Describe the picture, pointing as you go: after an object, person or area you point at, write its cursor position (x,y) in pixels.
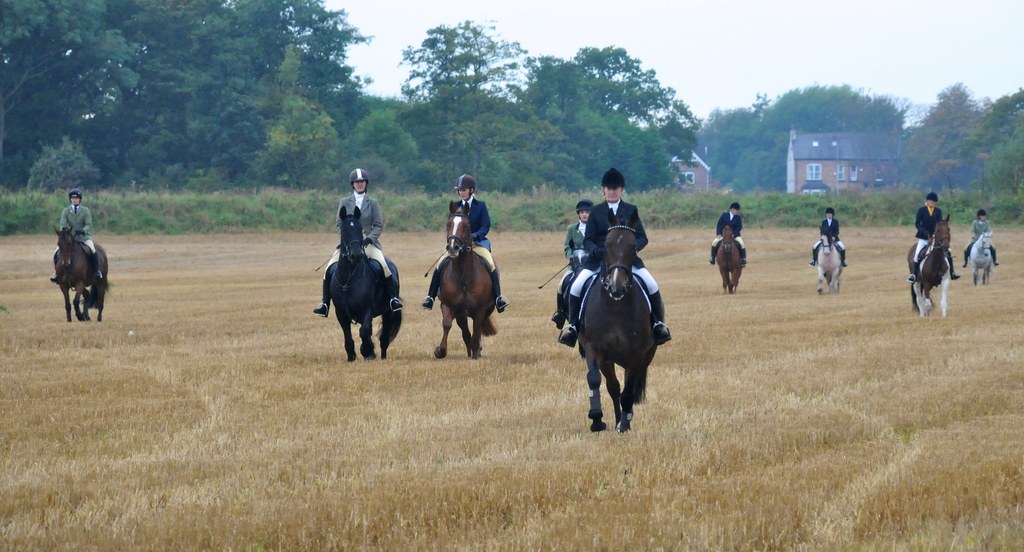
In the picture I can see many people (73,221) are sitting on the horses (988,259) and riding on the dry grass (402,380). In the background (288,221), I can see shrubs (66,202), trees (660,177), brick houses (884,168) and the sky (622,37).
